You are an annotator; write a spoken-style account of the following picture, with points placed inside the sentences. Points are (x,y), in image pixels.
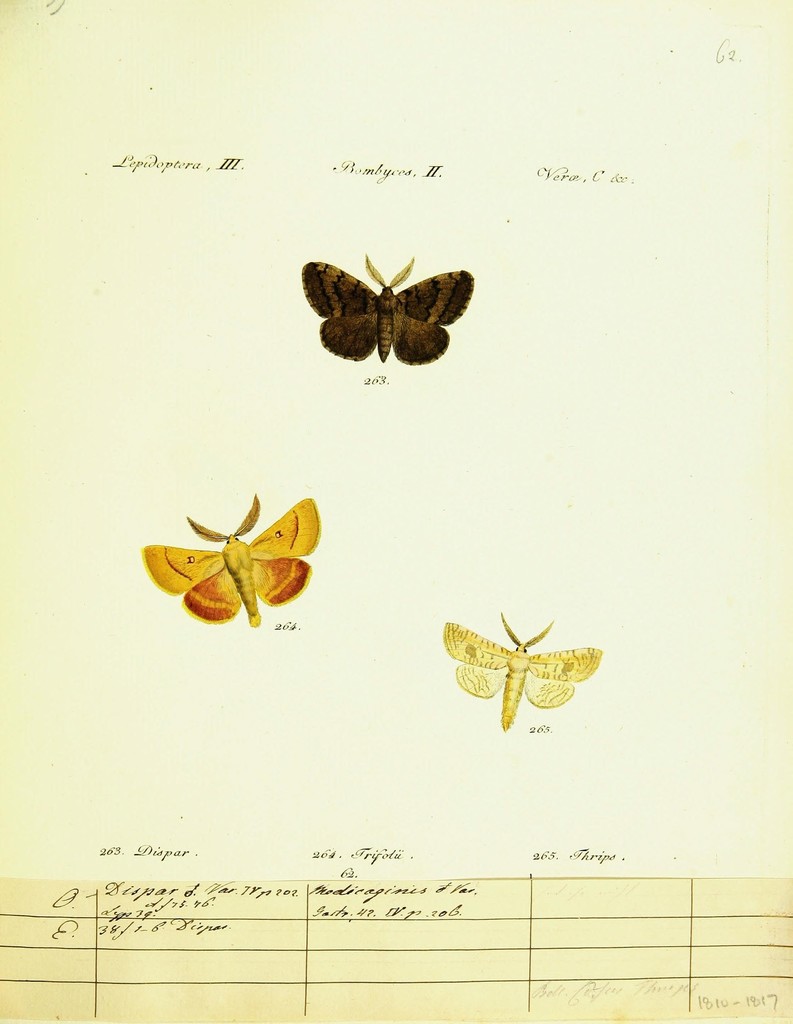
In this picture we can see images (338,332) of butterflies (384,340) and text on a paper (480,167).
